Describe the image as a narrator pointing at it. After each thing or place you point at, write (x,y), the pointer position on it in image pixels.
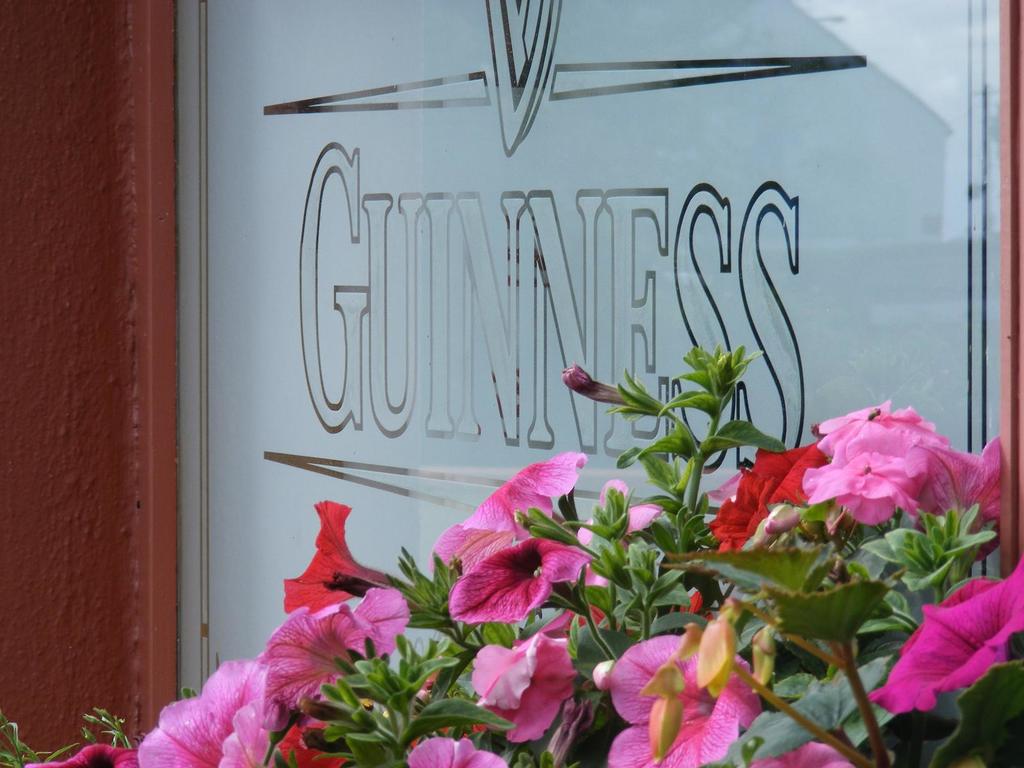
In image there are some flowers (493,591) are on the bottom of this image (557,622) and there is a wall (79,331) in the background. There is some poster (479,214) attached on the wall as we can see on the right side of this image (748,199).
